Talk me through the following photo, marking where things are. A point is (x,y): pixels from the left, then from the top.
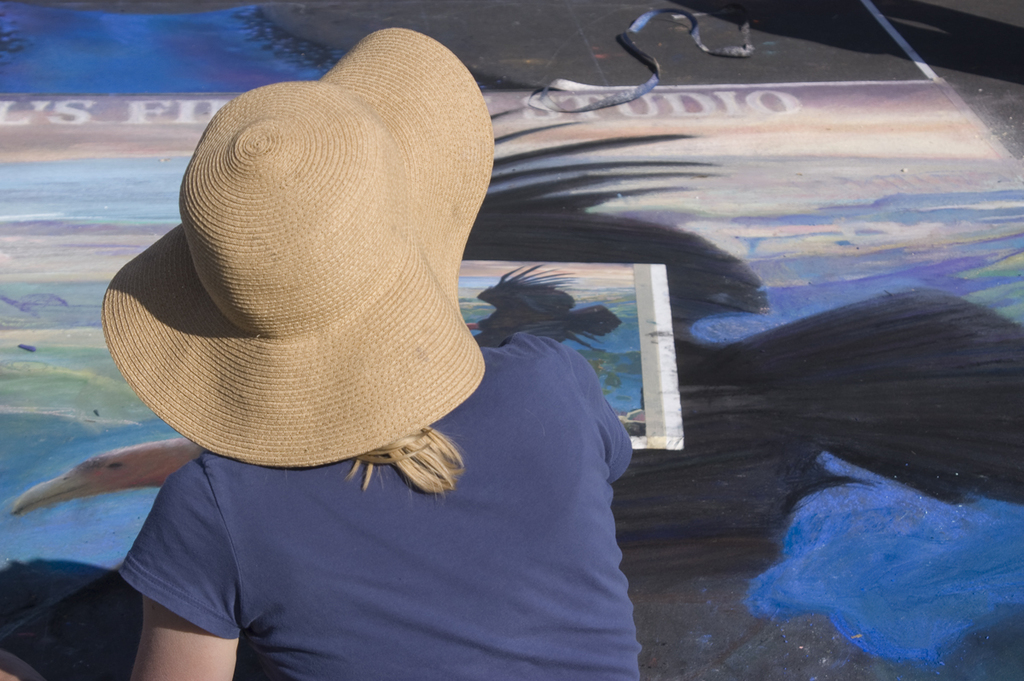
In this image I can see a woman (354,525) wearing a cap (432,156) on her head (250,425), in front of her there is a painting (588,244) on floor (722,316) and rope (725,52) visible at the top (650,26).
